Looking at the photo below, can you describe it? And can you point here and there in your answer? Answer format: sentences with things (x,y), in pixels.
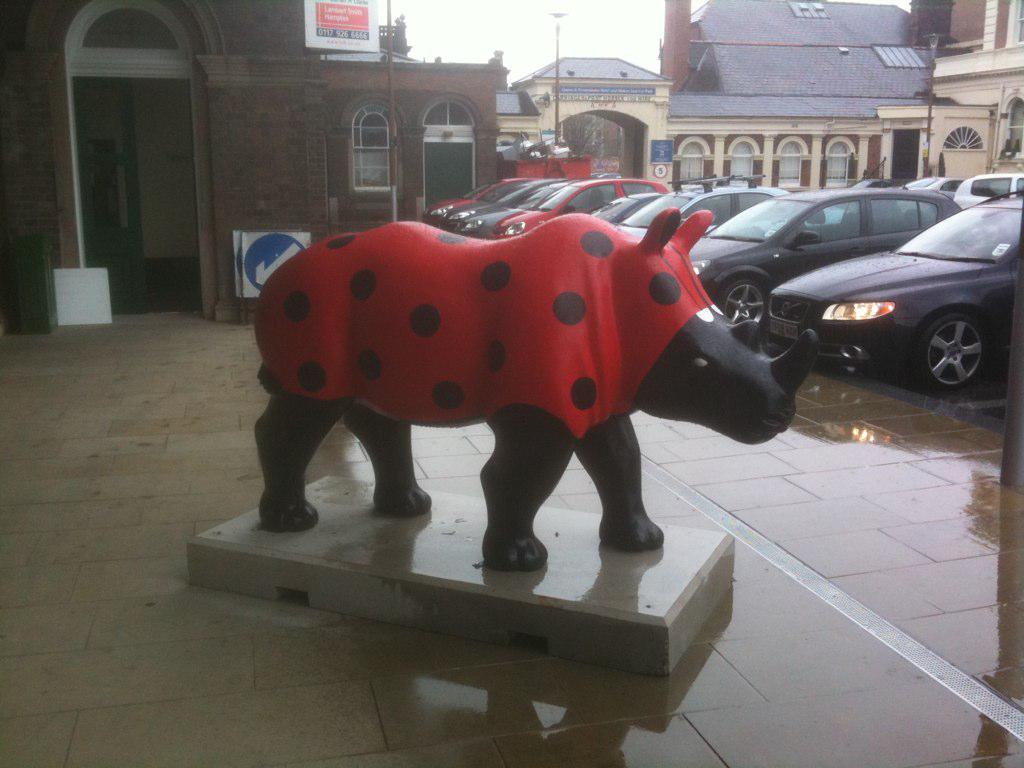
In the middle of the image (435,297) we can see statue (396,344) of a rhinoceros (438,386), in the background (860,305) we can find few cars (921,193), buildings (790,151), poles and sign boards (303,239).
